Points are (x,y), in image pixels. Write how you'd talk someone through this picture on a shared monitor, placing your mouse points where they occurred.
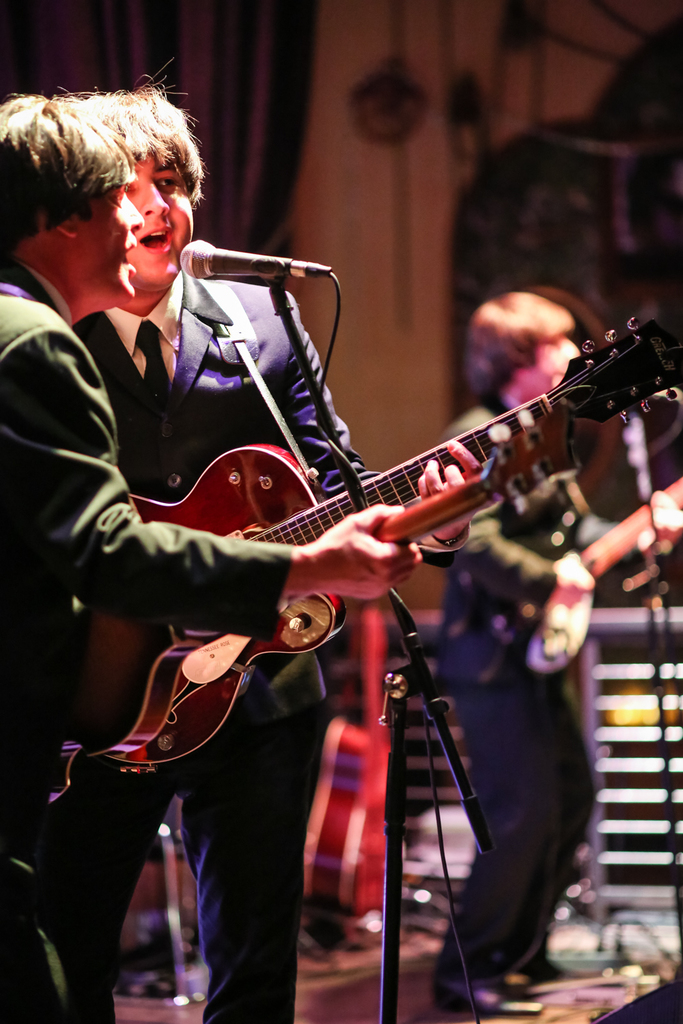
In this image, there are some people (267,962) standing and holding some music instruments (211,516) they are singing in the microphone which is in black color, in the right side (549,883) there is a person (547,765) standing and holding a music instrument (560,621), in the background (418,417) there is a tan color wall (411,182) and there is a purple color curtain (180,65).
